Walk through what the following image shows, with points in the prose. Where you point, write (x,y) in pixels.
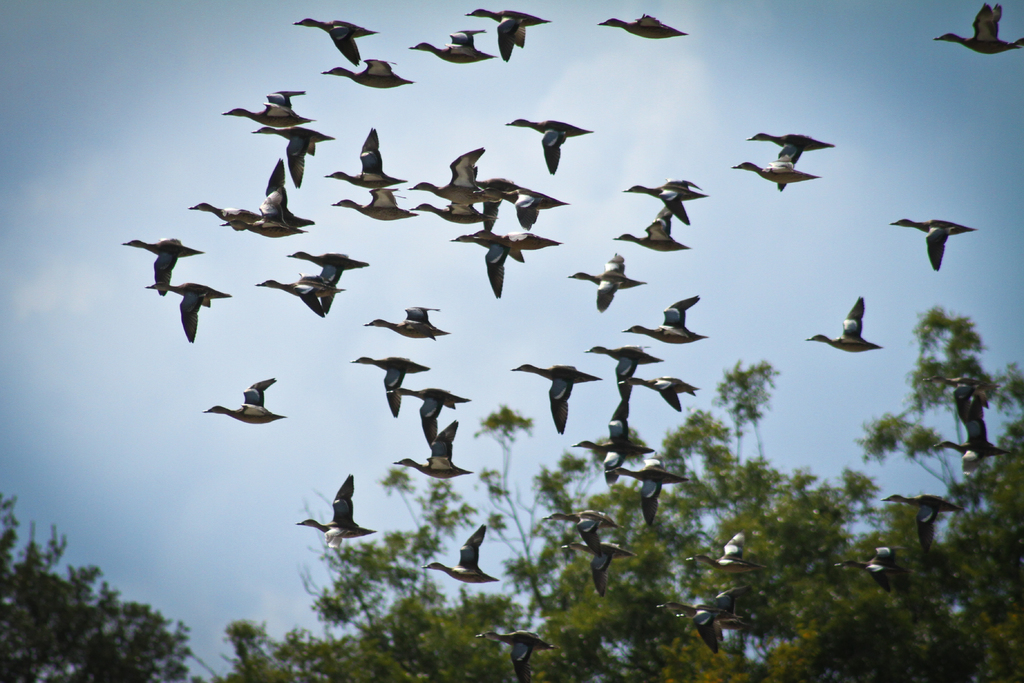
In this image we can see a herd of birds (502,185). Behind sky (96,202) is there. Bottom of the image (585,636) trees (619,640) are present.
